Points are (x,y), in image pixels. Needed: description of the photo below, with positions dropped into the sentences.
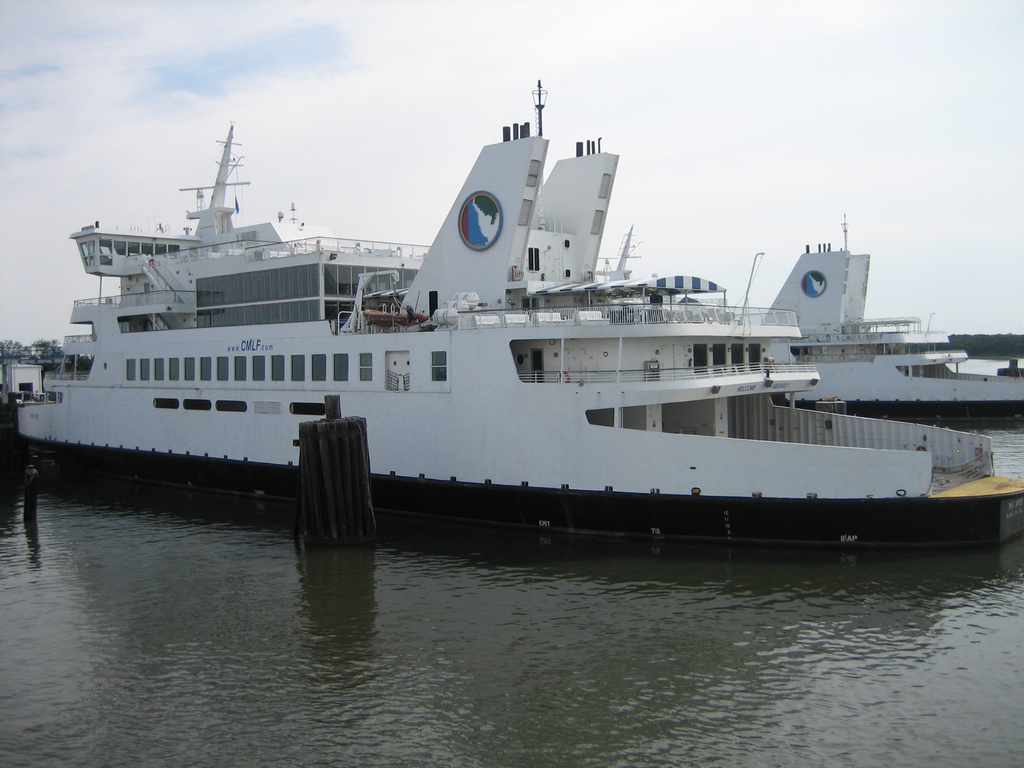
Here we can see two ships (400,454) on the water (212,509) and there are poles (332,467), logo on the ships (242,373), fences (77,377) and metal objects (234,185) and there are objects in the water (195,538). In the background (33,345) there are houses (15,372) on the left (30,372) side, trees (54,371) and clouds (585,58) in the sky (585,58).
